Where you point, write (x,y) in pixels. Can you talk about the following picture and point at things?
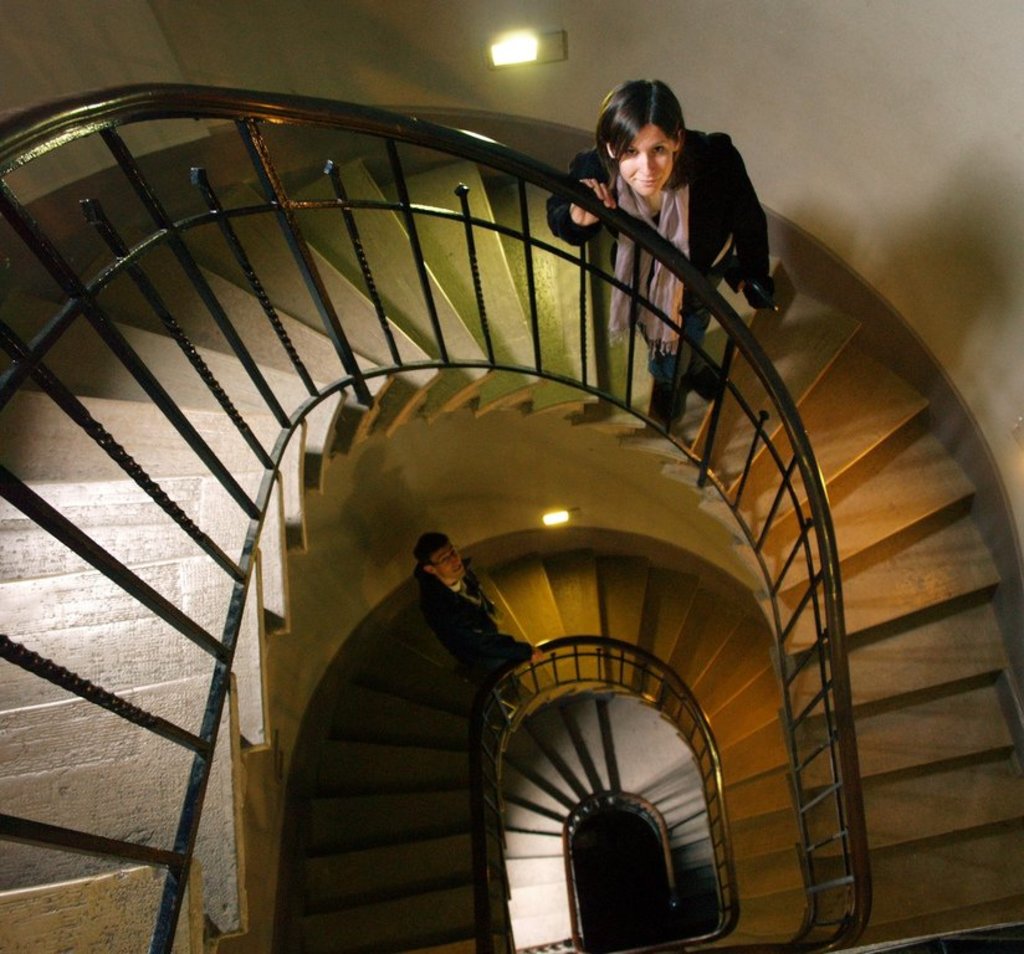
In this image I can see a man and a woman (697,240) are standing on stairs (789,288). In the background (898,163) I can see a wall (616,42) and lights (555,37) on the wall (563,442).
